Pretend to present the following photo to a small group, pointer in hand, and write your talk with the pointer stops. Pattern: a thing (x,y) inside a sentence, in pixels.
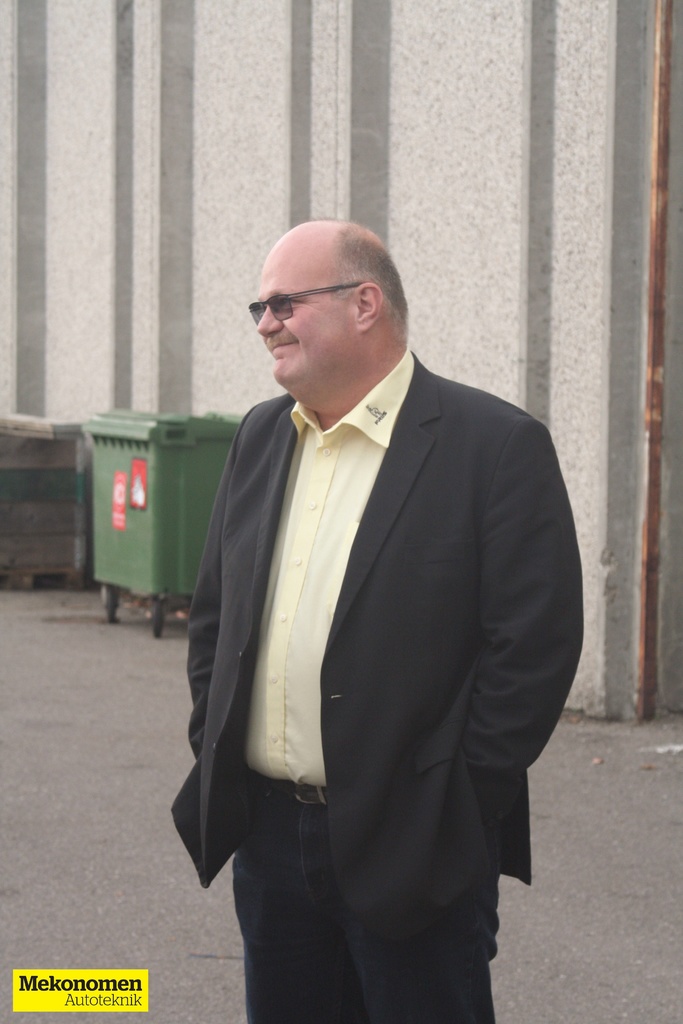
In the center of the image (304,503), we can see a person (385,613) wearing a coat (485,584) and glasses (278,313). In the background (132,467), there are bins (104,486) and there is a wall (546,306). At the bottom (55,998), there is some text (25,985).
